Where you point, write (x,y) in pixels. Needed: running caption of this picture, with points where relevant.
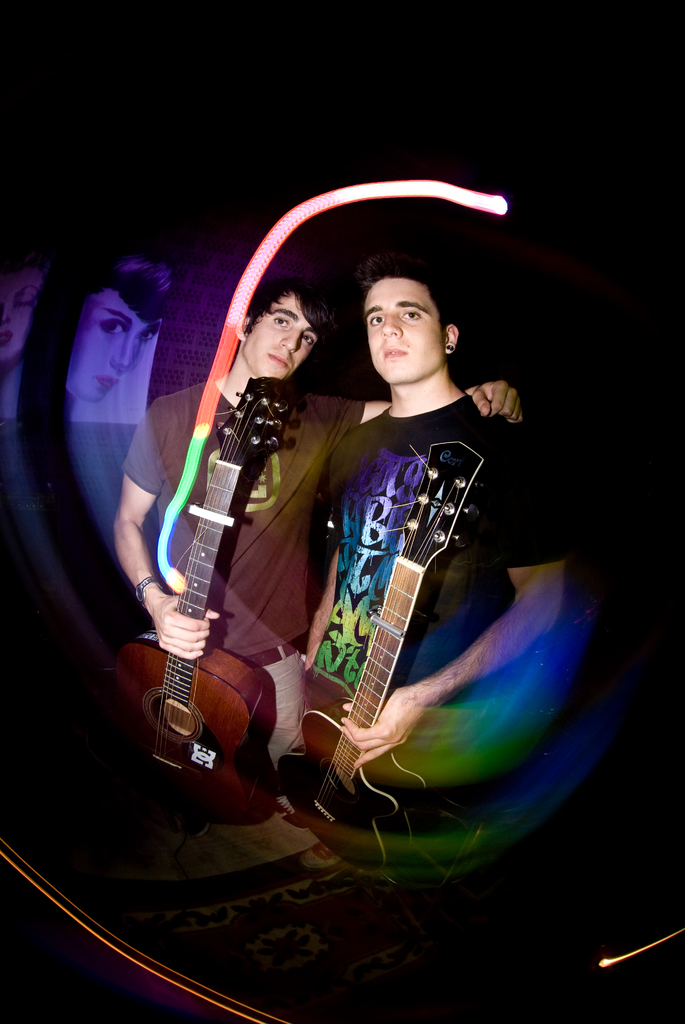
This picture shows two men (180,395) standing holding a guitar (363,708) in their hands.
